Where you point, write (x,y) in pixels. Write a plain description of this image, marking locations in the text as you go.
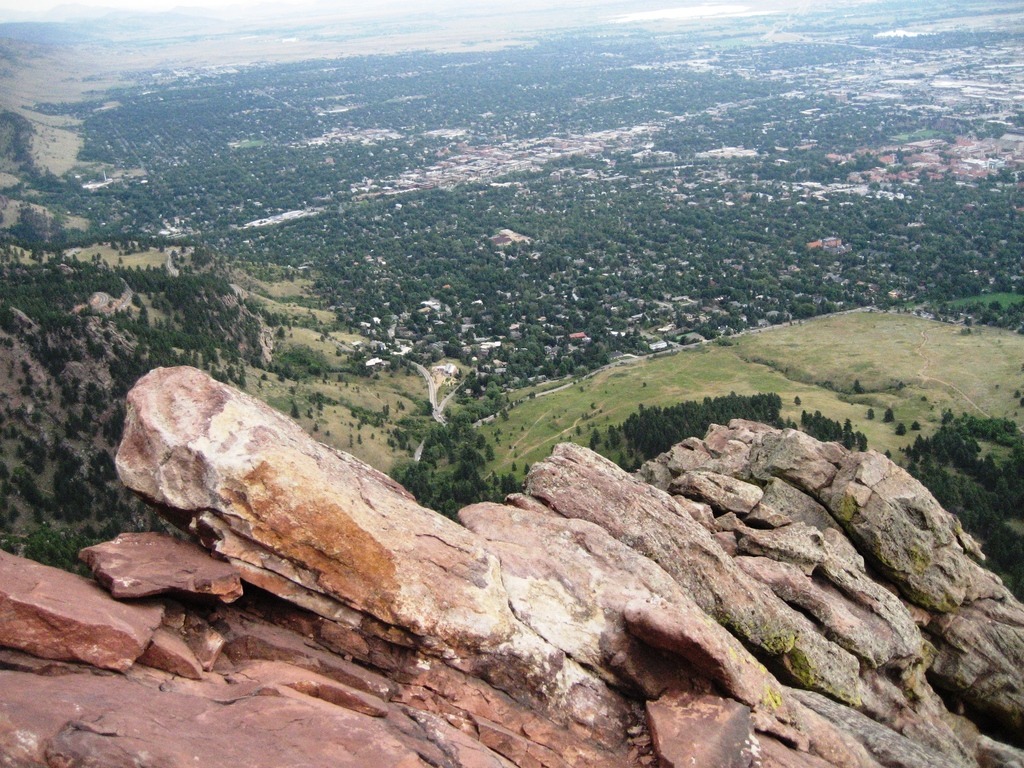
There are rocks (485,507). In the back (473,307) there are trees (427,143).
